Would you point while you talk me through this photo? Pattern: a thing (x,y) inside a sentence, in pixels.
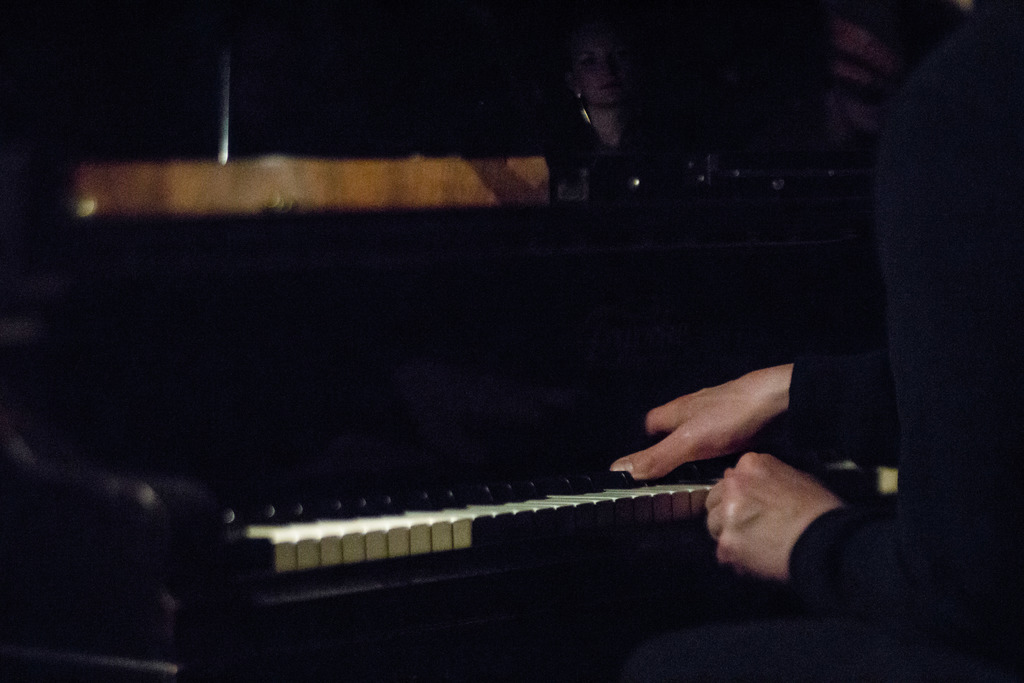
In this image, There is a piano (403,537) which is in white and black color, There is a person (936,511) sitting and he is playing a piano (715,472).
